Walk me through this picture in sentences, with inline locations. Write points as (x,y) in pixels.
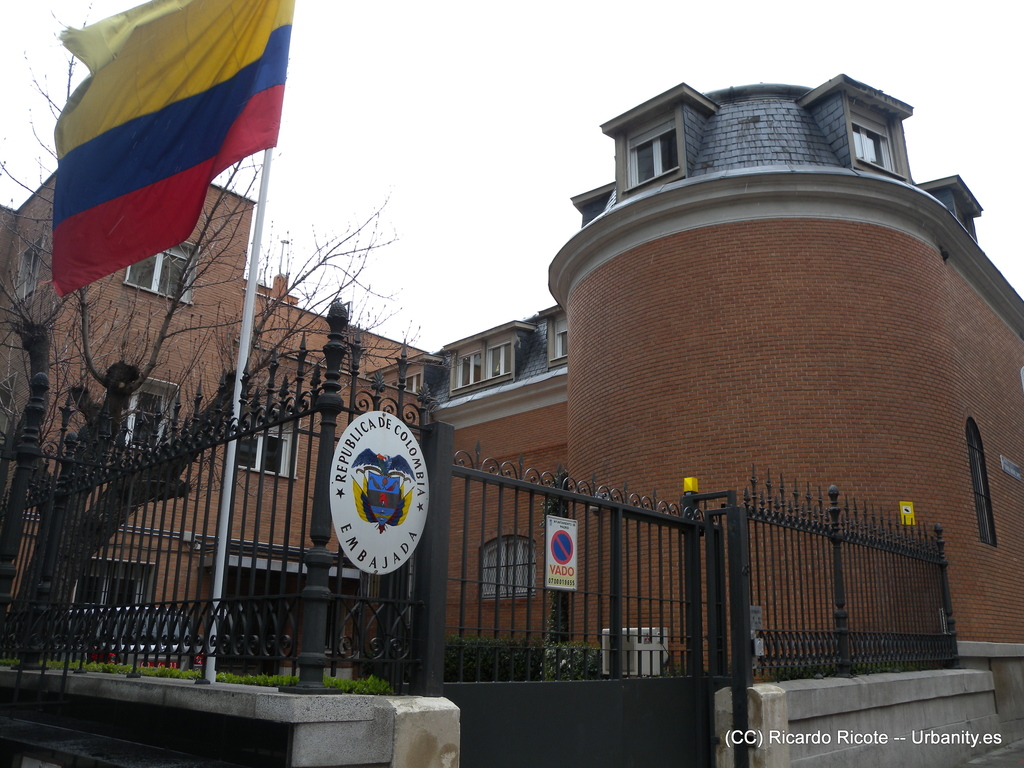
In this picture I see a building (1001,482) and a tree (140,493) on the left side (217,277) and a flag pole (255,232) and I see a metal fence (910,560) with a metal gate (604,753) and text (851,739) at the bottom right corner (955,732) and a cloudy Sky (520,68).
